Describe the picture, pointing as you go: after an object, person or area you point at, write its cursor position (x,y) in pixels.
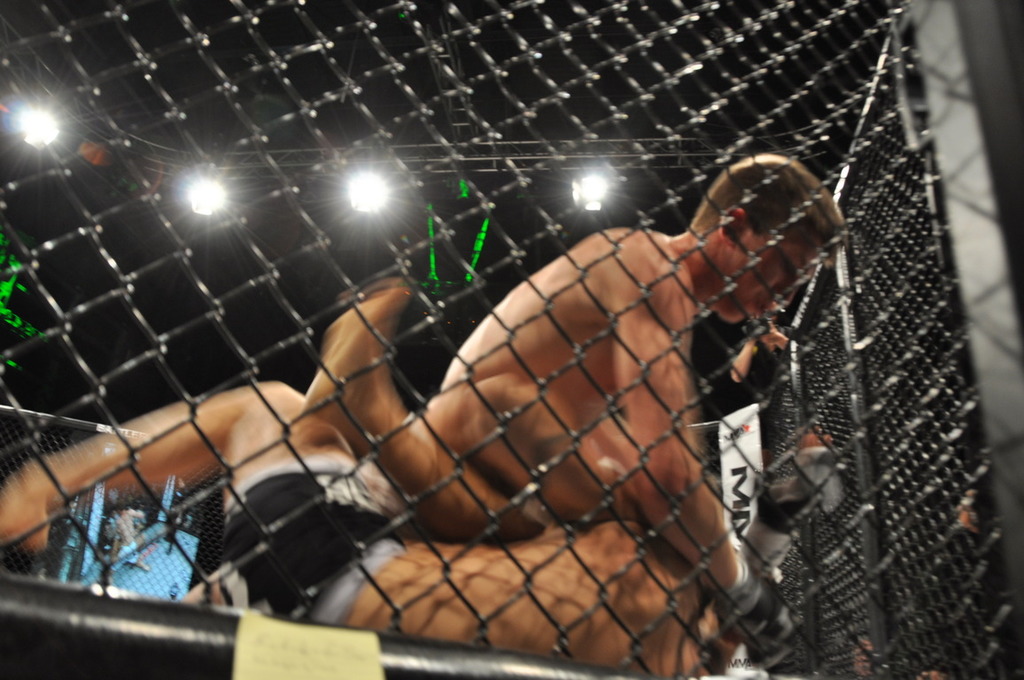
In the foreground (636,219) there is a net fencing (828,357). Behind there are two men (429,450) fighting. In the background (333,199) there are few lights (597,186) in the dark.
